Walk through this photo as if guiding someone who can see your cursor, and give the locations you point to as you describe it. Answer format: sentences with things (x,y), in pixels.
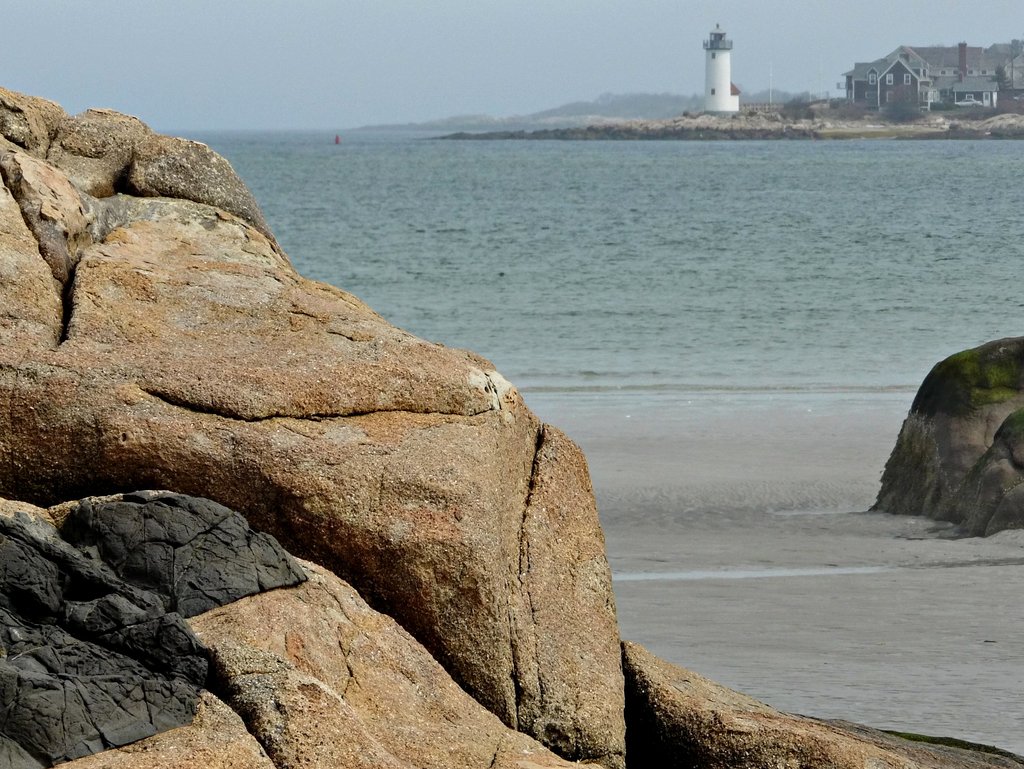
In this picture we can see rocks (49,374), water (579,266), tower (722,43), houses (894,84) with windows (907,84) and in the background (541,21) we can see the sky (367,76).
